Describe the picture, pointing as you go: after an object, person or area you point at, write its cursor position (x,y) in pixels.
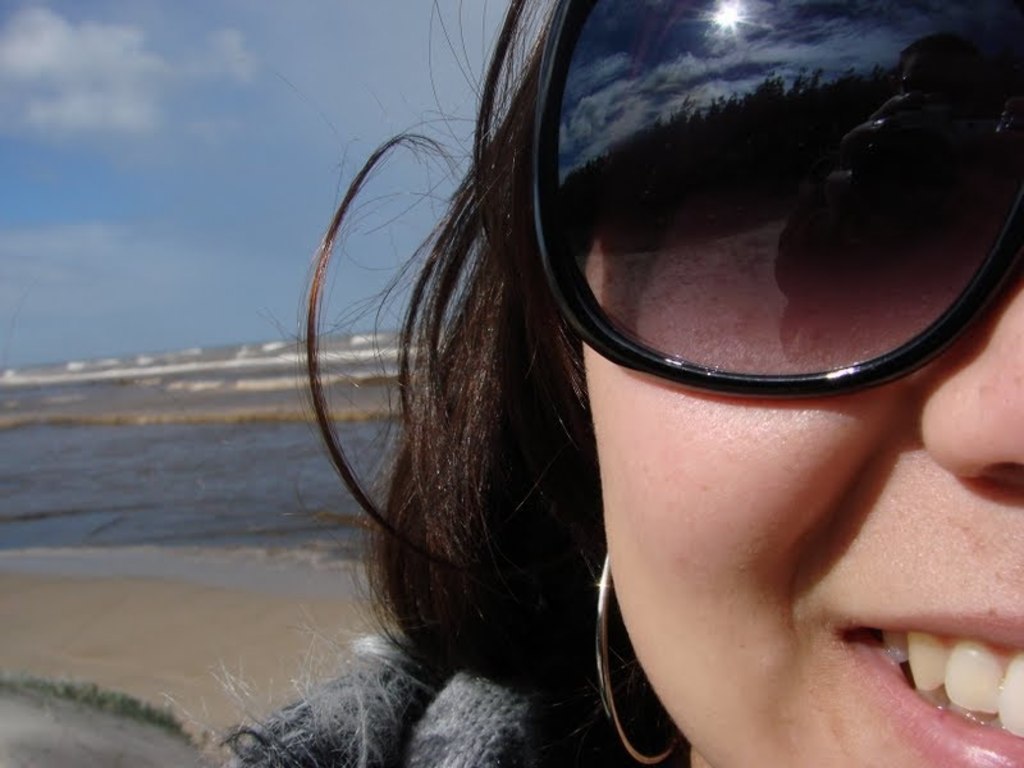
In this image we can see a woman (644,677) wearing dress (431,691) and goggles (643,353) is standing on the ground (269,689). In the background (289,383) we can see water (203,377) and a cloudy sky (129,150).
